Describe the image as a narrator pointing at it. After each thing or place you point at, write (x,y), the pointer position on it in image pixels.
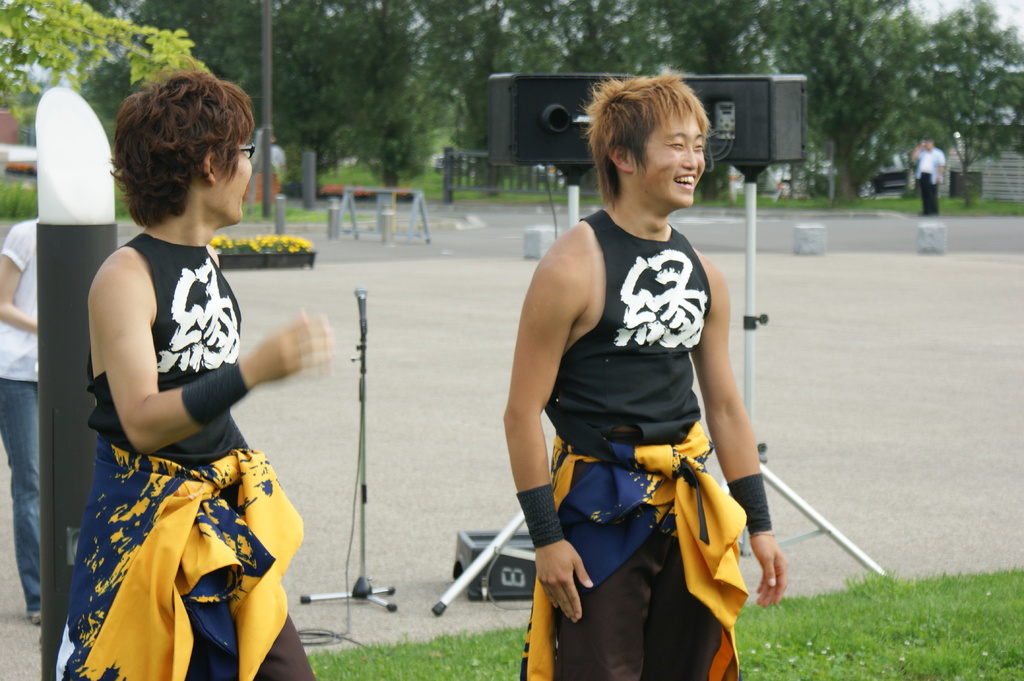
This image consists of two persons (569,461) wearing black T-shirts (675,419). At the bottom (1005,636), there is green grass (1003,655). On the left (8,365), we can see a person (23,325) behind the pole (48,270). In the background (328,45), we can see speakers (512,117) and many trees (947,76). At the bottom (398,532), there is a road (848,371). On the right (921,164), we can see a man (941,167) standing.
